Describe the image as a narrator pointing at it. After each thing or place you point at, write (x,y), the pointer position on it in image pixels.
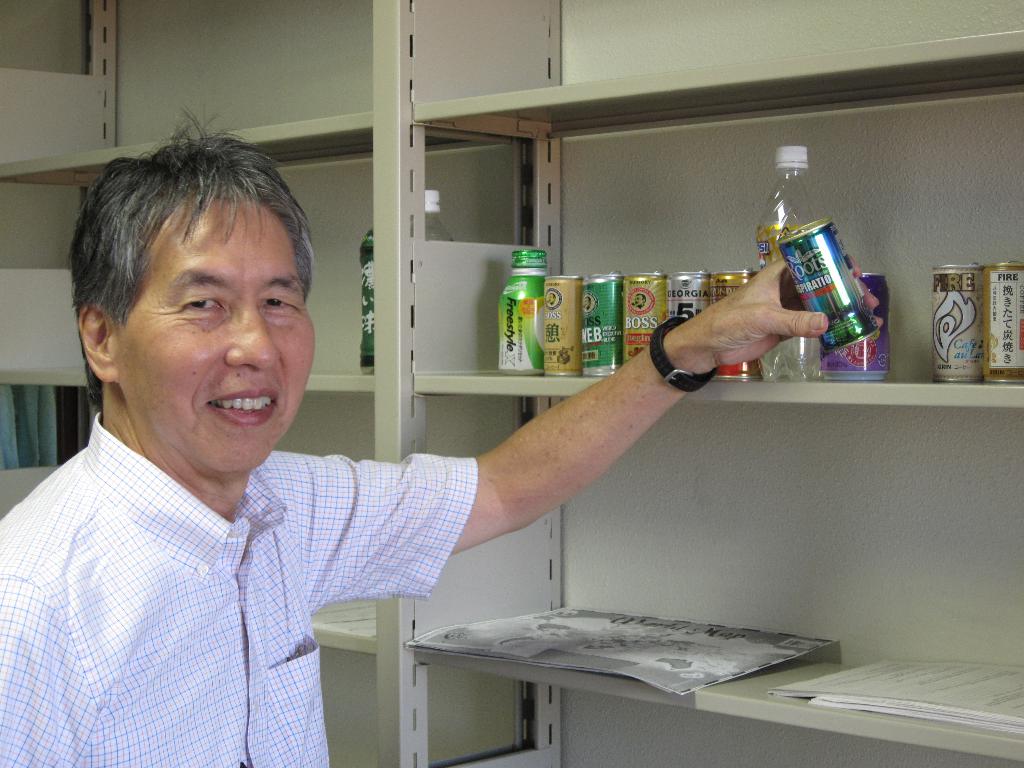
In this image there is a person (262,420) holding a tin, there are few tins (664,290), bottles (513,307), books (816,645) in the shelves (478,337).
